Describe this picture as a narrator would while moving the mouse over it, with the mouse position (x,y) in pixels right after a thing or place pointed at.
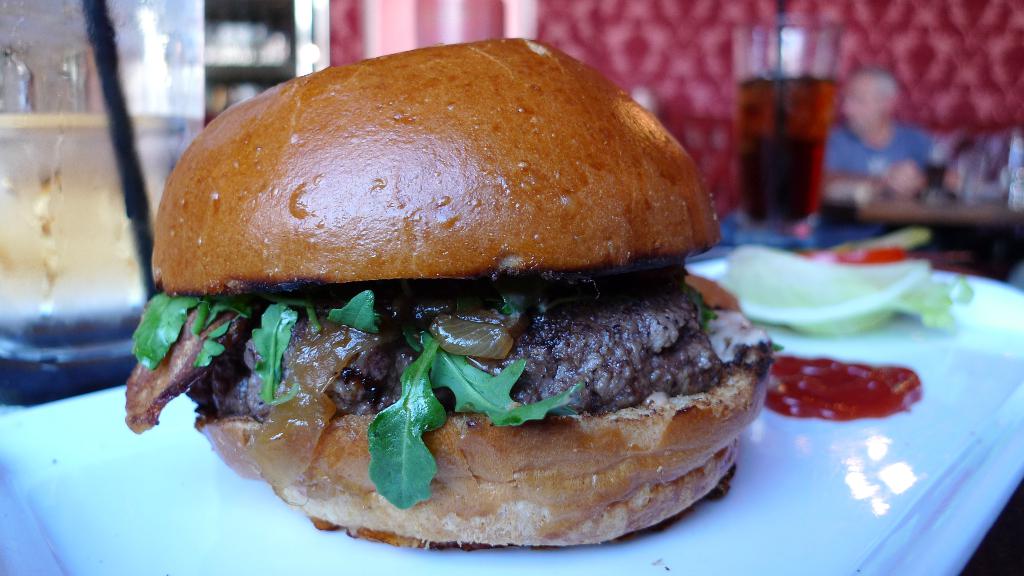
This image is taken indoors. In the background (623,54) there is a wall (731,34). There is a cupboard (264,53). At the bottom of the image (778,517) there is a tray (192,511) with a burger (416,318) and sauce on it. On the left side of the image (34,232) there is a glass (89,263) of water (90,251) on the table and there is a straw (121,126) in the glass (132,39). On the right side of the image (898,124) a man (871,161) is sitting and there is a table (946,203) with a few things (949,176) on it and there is a glass (782,164) of drink (781,182) on the table (896,219).
